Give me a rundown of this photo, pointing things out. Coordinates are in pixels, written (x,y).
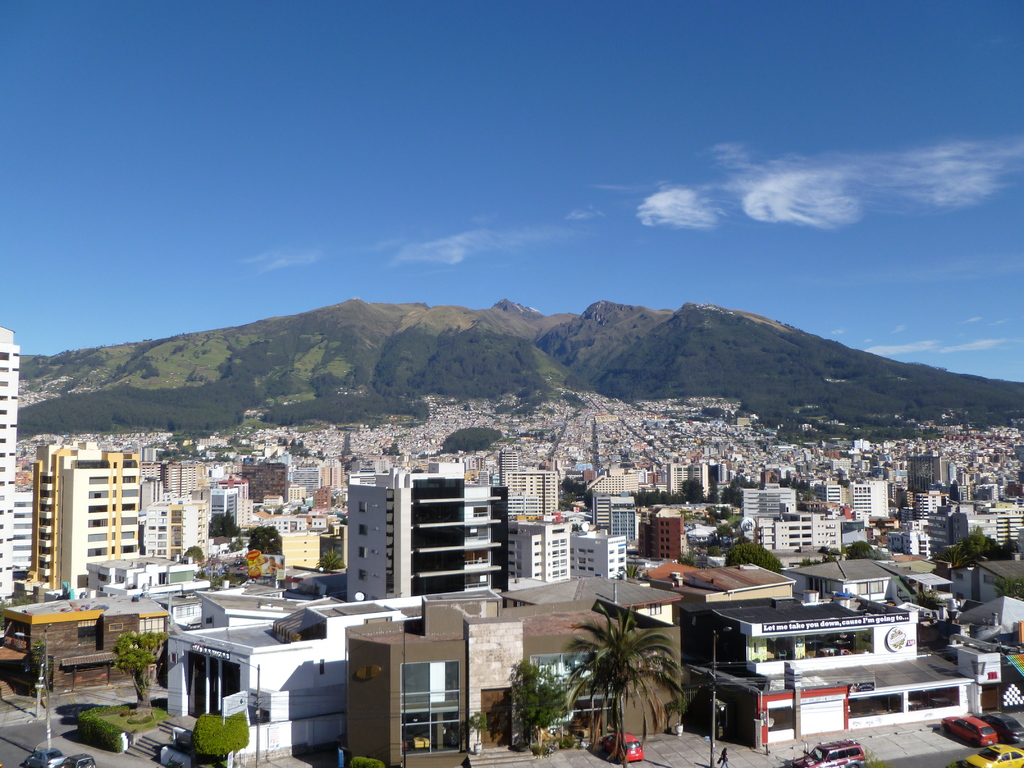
In this image we can see buildings (181,532), plants (227,740), trees (1022,586), poles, road (125,692), boards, and vehicles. In the background (403,399) we can see mountain (991,405) and sky (676,171) with clouds (779,195).
